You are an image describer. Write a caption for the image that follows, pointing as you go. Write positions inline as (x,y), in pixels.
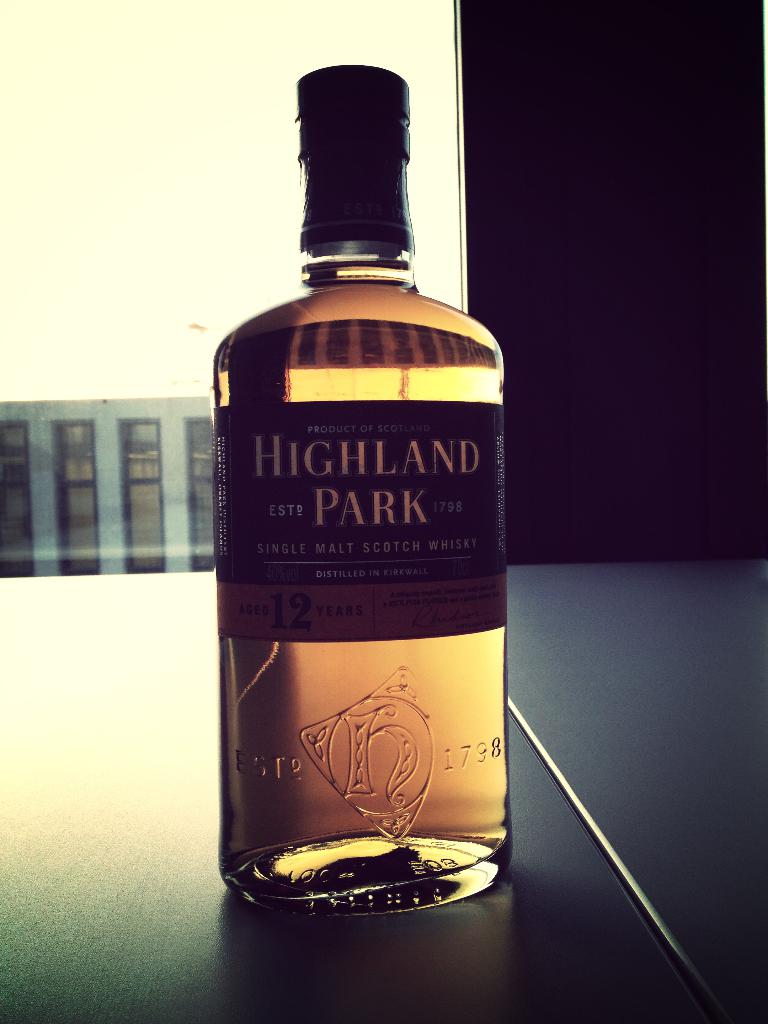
In this picture we can see a bottle (221,483).
